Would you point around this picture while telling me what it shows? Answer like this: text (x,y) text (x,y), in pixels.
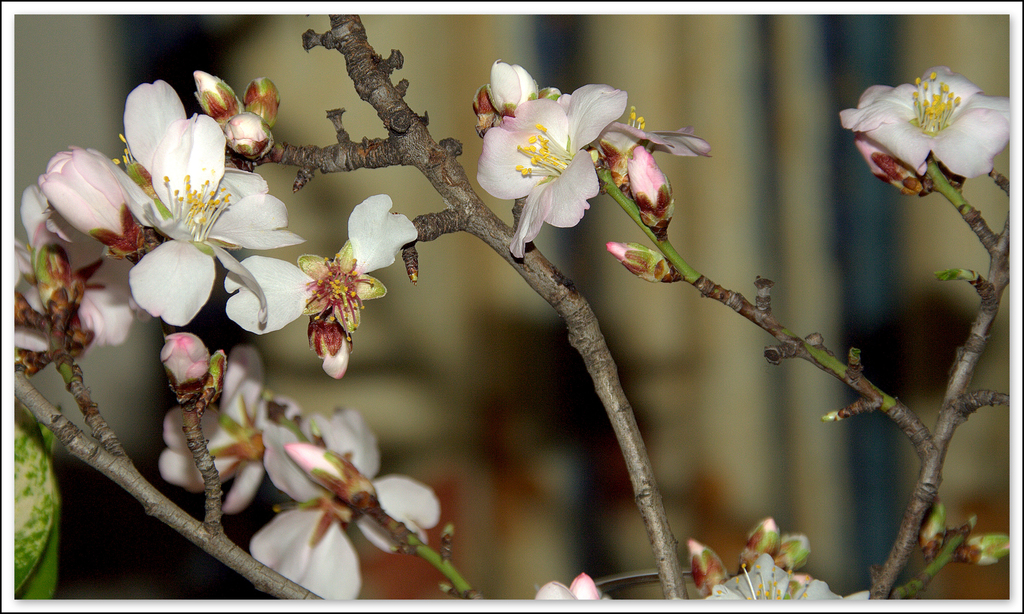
In this image we can see flowers (553,156), plants (633,432), and the background (516,494) is blurred.
